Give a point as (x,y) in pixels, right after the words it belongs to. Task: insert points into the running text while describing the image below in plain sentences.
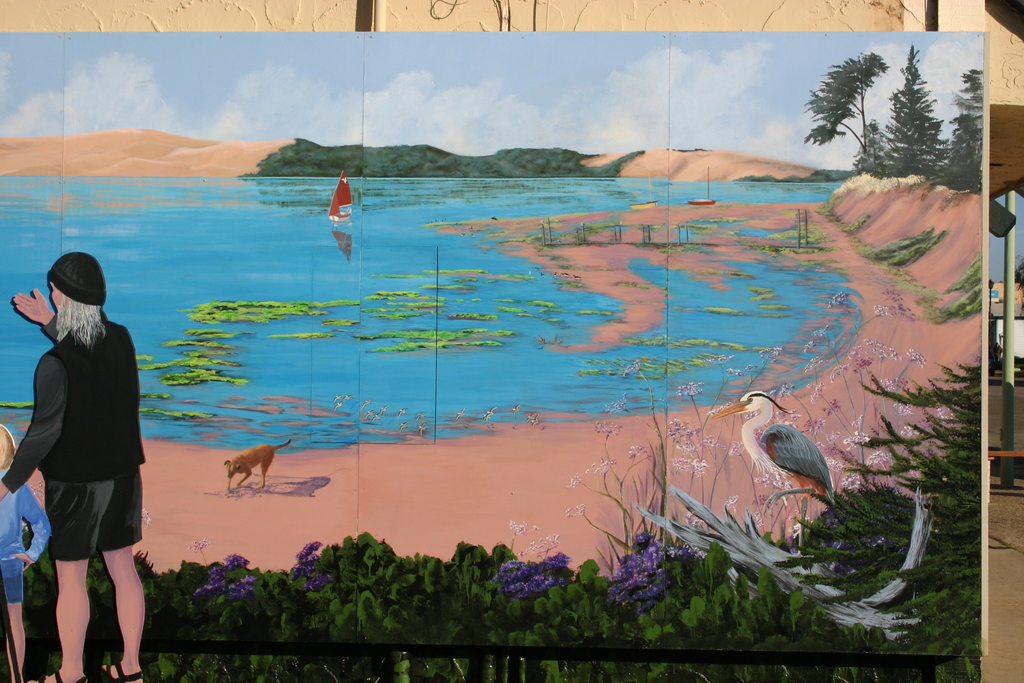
In this image we can see a painting (44,212) on the board (622,87) on which we can see a child (10,575) and a person (100,395) standing here, we can see plants (271,588), bird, dog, water (319,394), sailboat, trees (893,139), hills (807,172) and the sky (554,139) with clouds (625,108) in the background (428,139). Here we can see the wall (569,9).
